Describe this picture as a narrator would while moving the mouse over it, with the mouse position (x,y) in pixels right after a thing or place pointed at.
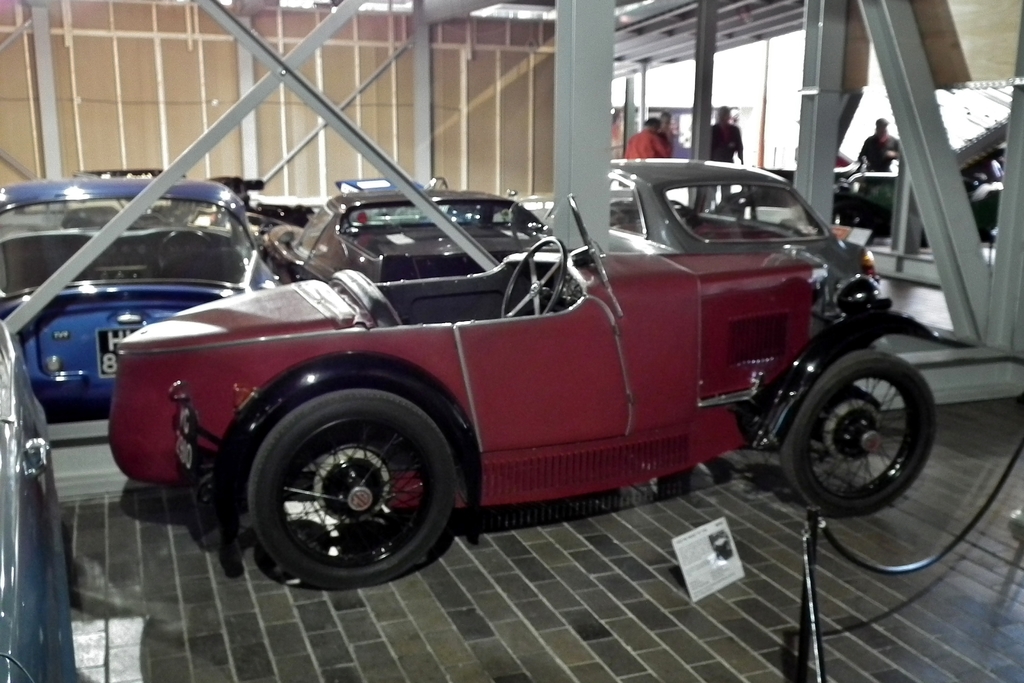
In this picture we can observe a maroon color car (438,411) on the floor (266,641). There are some cars (337,244) parked here. We can observe some persons (734,140) standing. There are some poles (697,96). In the left side (40,445) there is another car (36,487).
